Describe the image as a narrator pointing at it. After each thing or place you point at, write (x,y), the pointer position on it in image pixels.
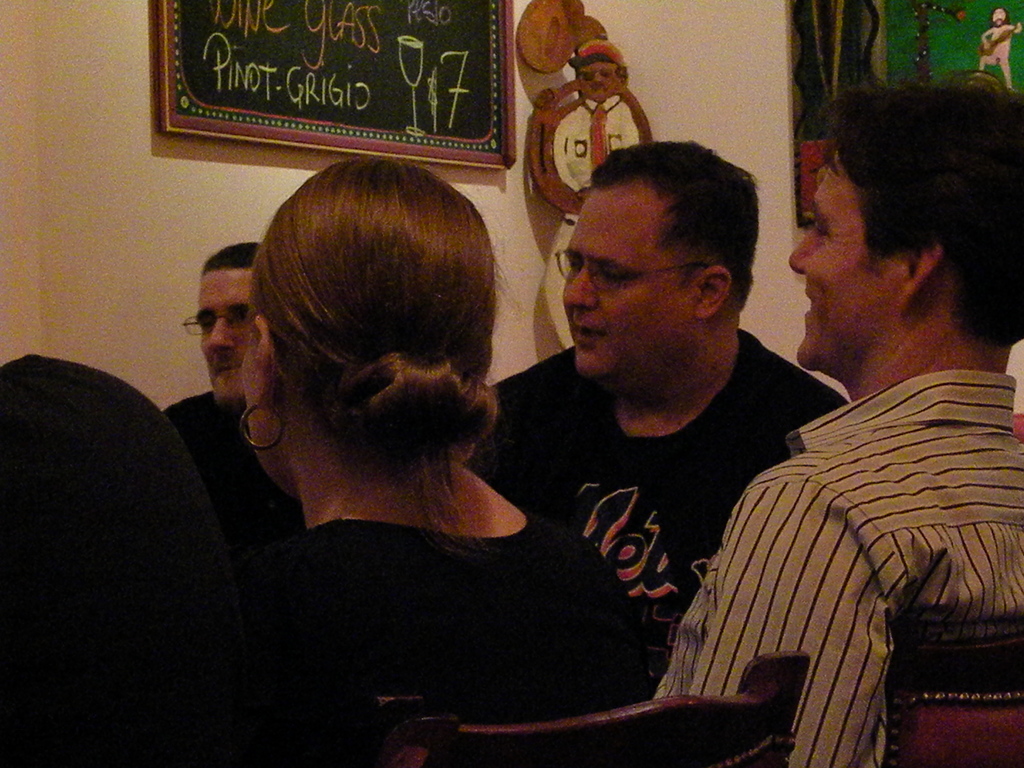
In this image we can see a group of people (759,455) sitting on chairs (952,671). On the right side of the image (938,16) we can see a painting (957,25) on the wall (671,60). At the top of the image (287,69) we can see a board (300,66) with some text (313,64) and a decor (603,128) on the wall (195,372).
